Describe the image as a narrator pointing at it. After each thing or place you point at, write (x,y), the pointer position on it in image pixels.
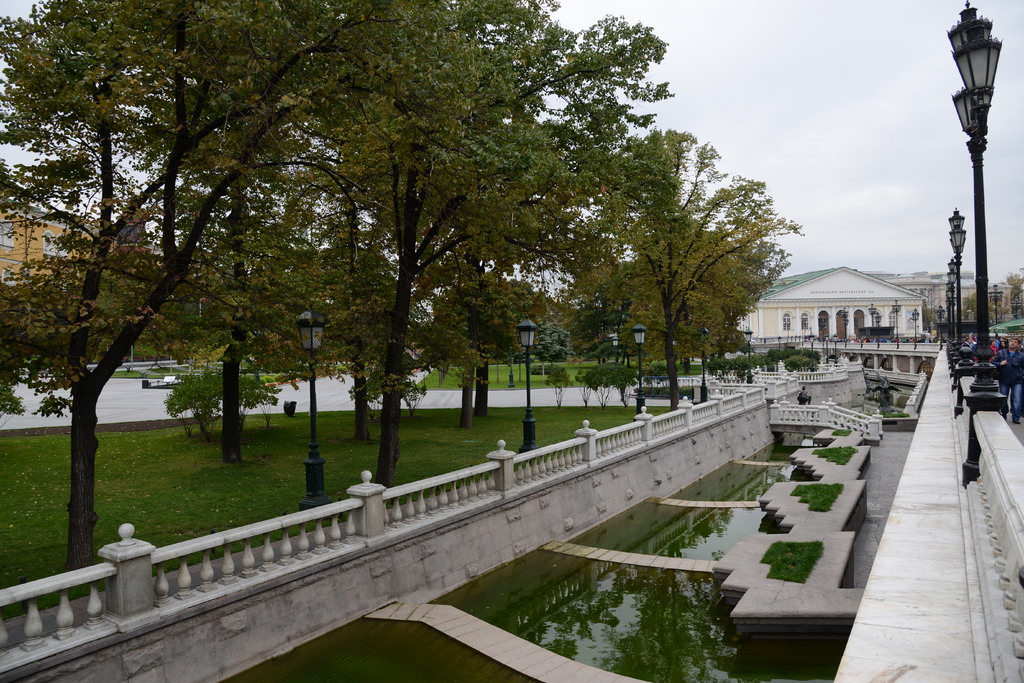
In the picture I can see water (572,609) and there is a fence wall (617,500) on either sides of it and there are few persons (1000,357) and street lights (984,300) in the right corner (988,364) and there are few trees (185,302) and a greenery ground (155,462) in the left corner (302,290) and there are few buildings (835,328) in the background (884,321).
